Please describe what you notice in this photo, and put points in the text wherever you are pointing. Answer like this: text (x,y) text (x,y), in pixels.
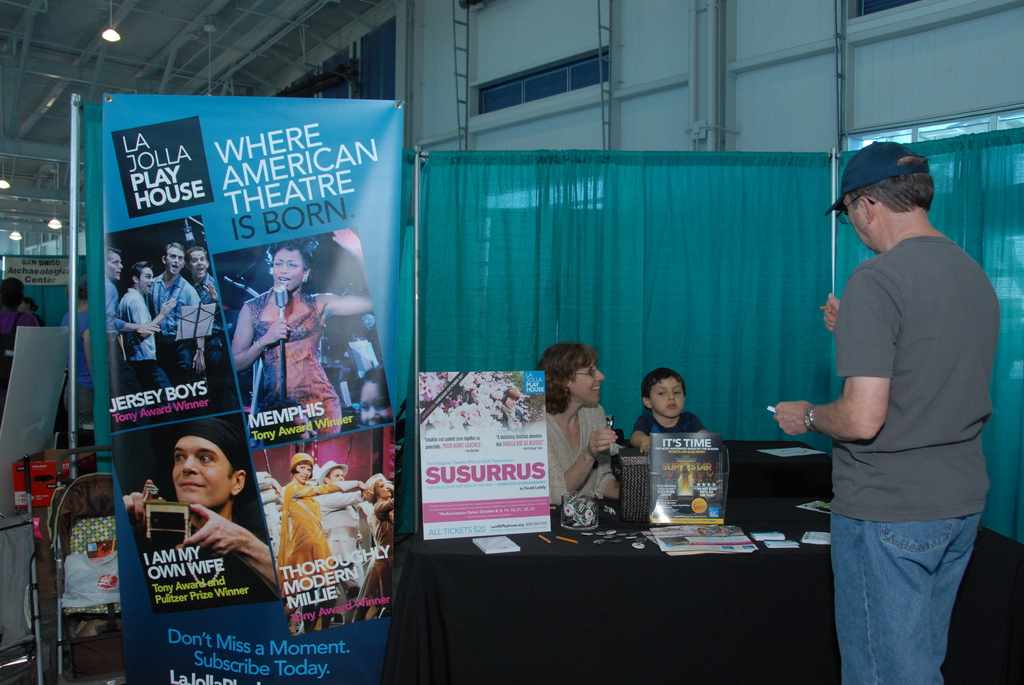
At the top (50,224) we can see lights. Here we can see boards (222,399). We can see a boy (670,412) and a woman (588,425) near to a table (752,506) and on the table (765,506) we can see papers (735,539) and other objects (547,540). Here we can see a man (894,302) wearing a cap (851,184), spectacles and standing. These are curtains (560,303). In the background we can see people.
